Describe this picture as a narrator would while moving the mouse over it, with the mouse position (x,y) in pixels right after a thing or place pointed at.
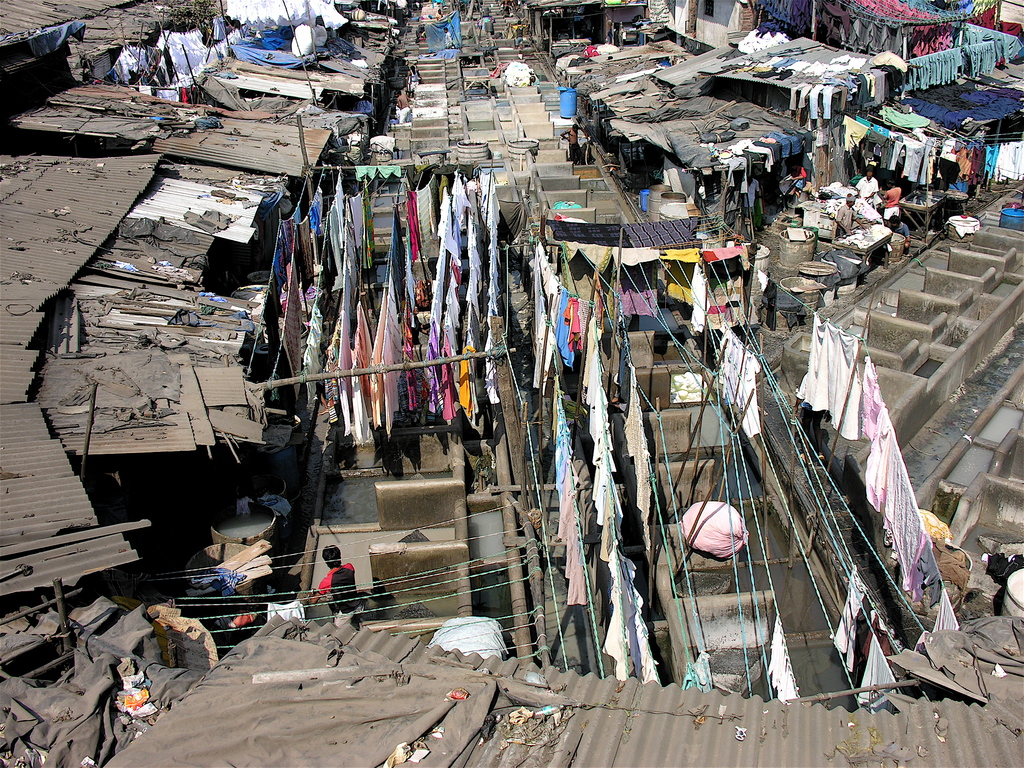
This picture is taken from the top, where we can see clothes (444,241) on the ropes (773,387) and there are roofs (240,332) around the area of the image.
